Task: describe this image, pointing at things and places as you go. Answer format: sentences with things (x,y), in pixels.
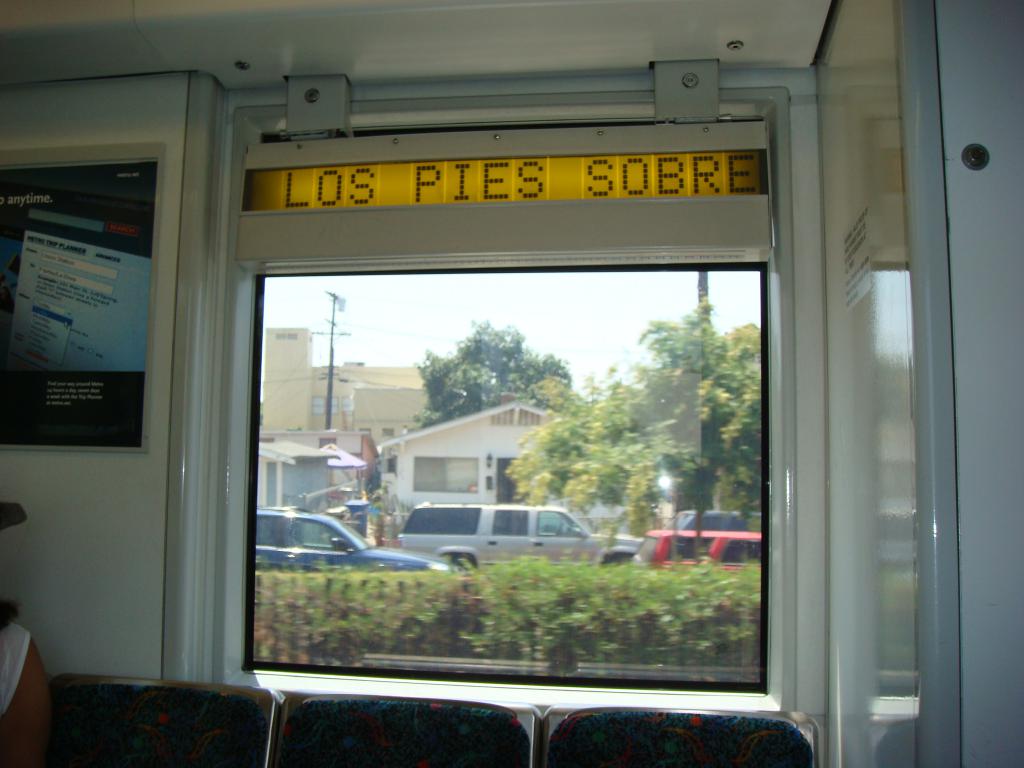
This picture shows a inner view of a train (209,563). We see chairs (267,720) and a glass window (617,349) from the window (475,505) we see buildings (379,430), electric poles (703,272) and trees (633,432) and few cars (416,526) and we see a photo frame (145,261) on the wall (30,481) and we see text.
